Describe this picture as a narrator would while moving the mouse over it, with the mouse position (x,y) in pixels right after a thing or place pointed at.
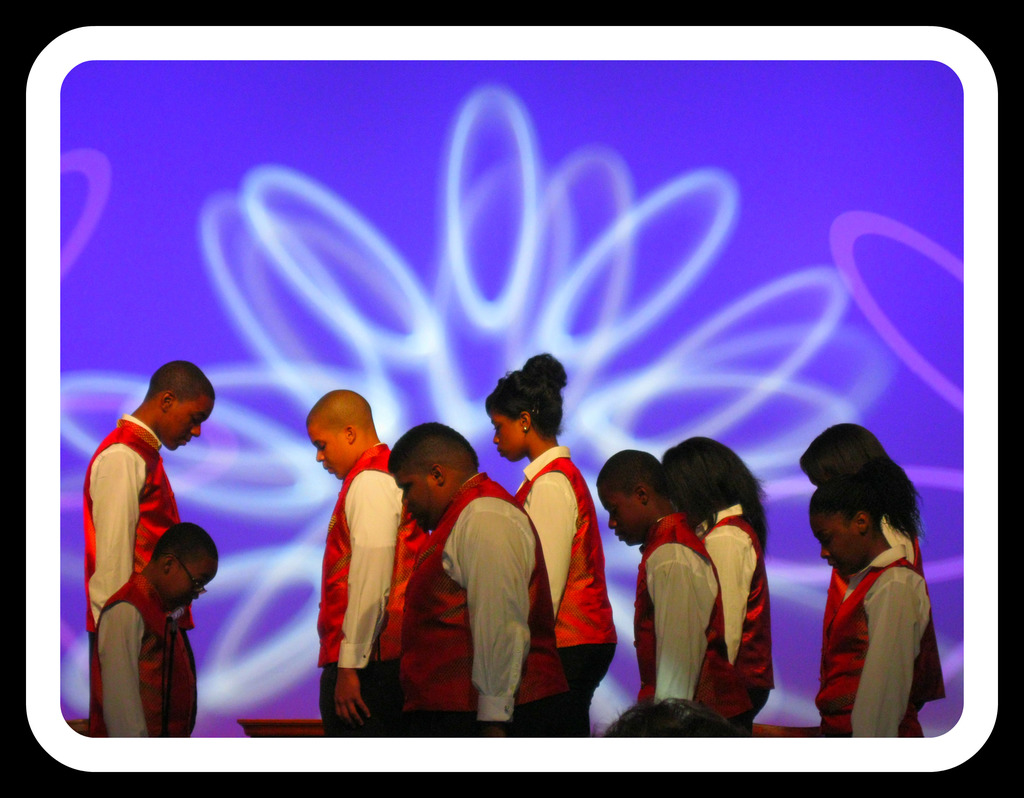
There is a group of persons (423,596) standing at the bottom of this image (201,648) and there is a blue color wall (380,239) with some design (314,257) in the background (287,249).
